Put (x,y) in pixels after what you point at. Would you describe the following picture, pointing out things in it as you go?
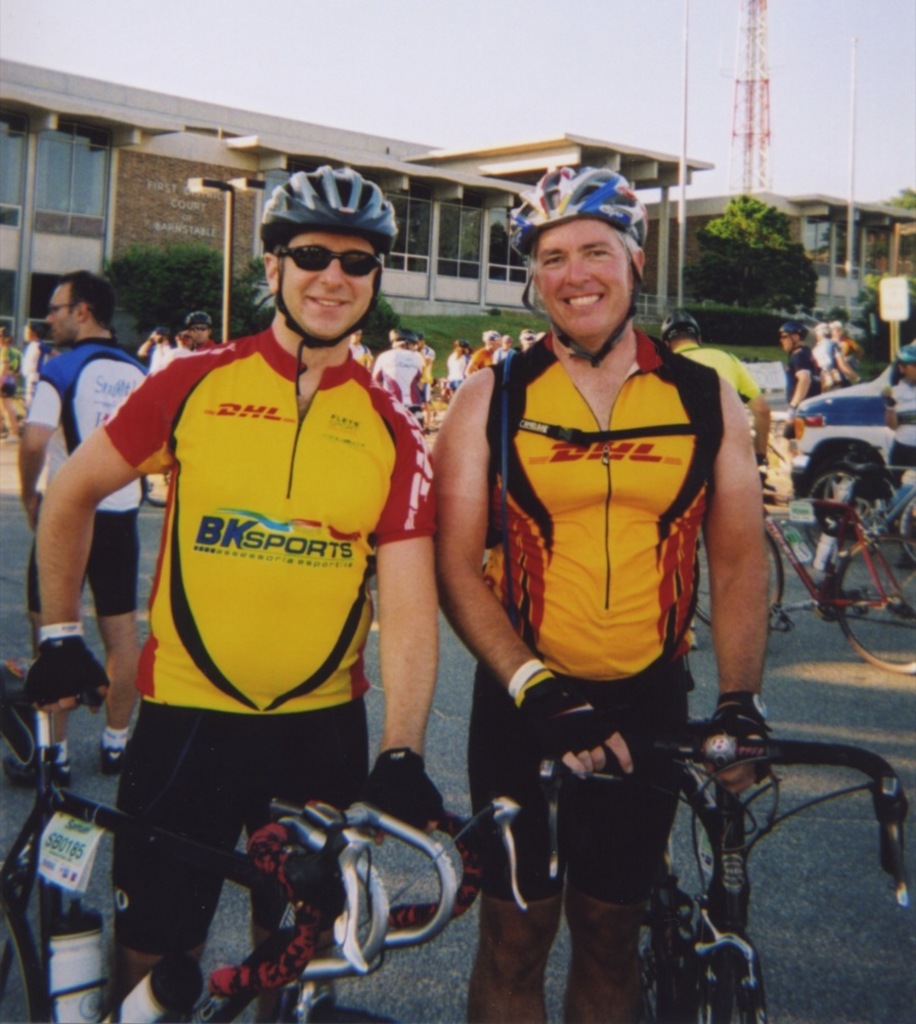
In this image I can see two people (570,642) holding the bicycles (274,867). These people (313,582) are wearing the yellow color dresses (299,518) and also the helmets (378,220). In the back (69,414) I can see the group of people (50,371) with different color dresses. And to the right (828,462) there are bicycles (819,507) and the vehicle (802,450). In the background (27,244) there is a building (409,257), trees (736,316) and also the sky (342,50).
